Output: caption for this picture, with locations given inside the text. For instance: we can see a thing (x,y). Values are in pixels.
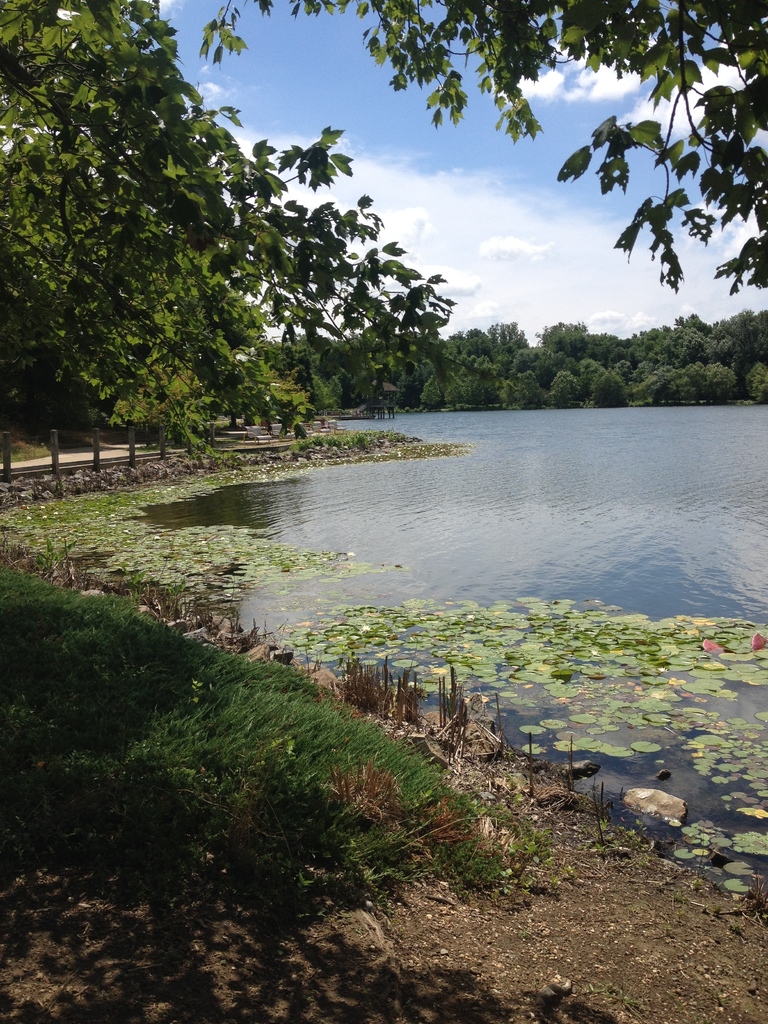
In this picture we can see many trees (176,336). On the bottom (220,740) we can see grass (276,740). On the right (641,763) we can see water (568,468). In the background (744,388) we can see many trees (682,344). At the top (464,170) we can see sky (422,198) and clouds (381,195).
